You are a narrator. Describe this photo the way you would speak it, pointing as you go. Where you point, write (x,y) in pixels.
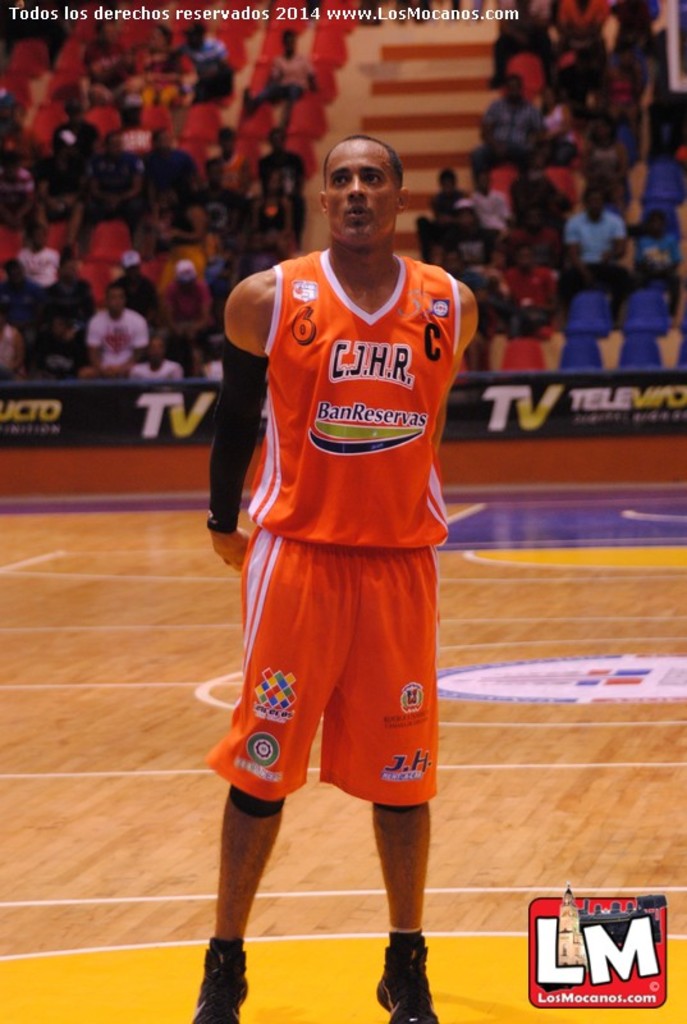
There is a man (351,372) standing. In the back (195,246) there are many people (656,233) sitting on chairs (513,369). There are banners (492,371) and there are steps (432,111). At the top (136,13) something is written. In the right bottom corner (606,902) there is a watermark (600,937).
